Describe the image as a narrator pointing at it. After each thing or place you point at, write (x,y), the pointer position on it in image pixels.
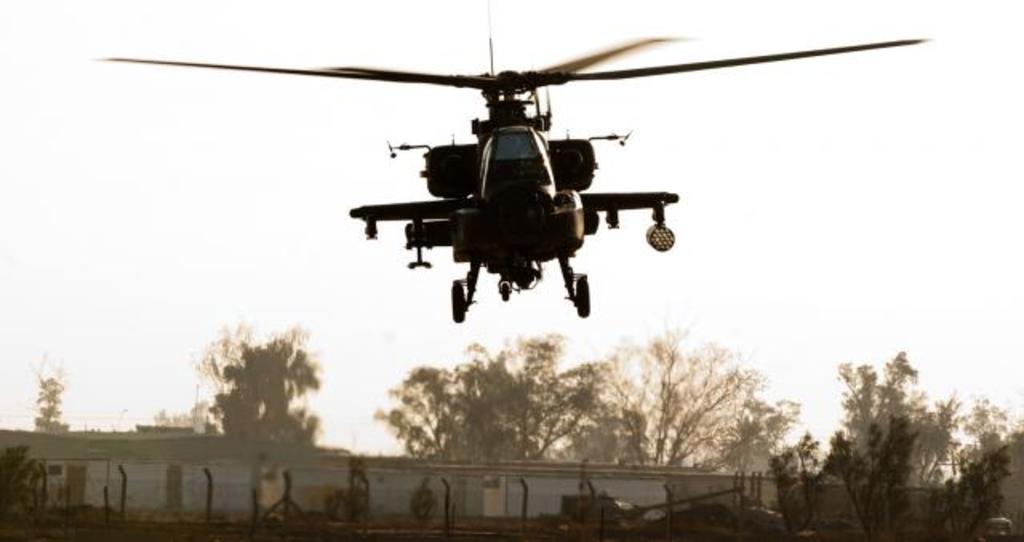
In the center of the picture (579,199) there is a helicopter (501,289) flying. In the background (426,416) there are trees (273,357), fencing (313,473) and buildings (218,453). Sky (81,176) is clear.
